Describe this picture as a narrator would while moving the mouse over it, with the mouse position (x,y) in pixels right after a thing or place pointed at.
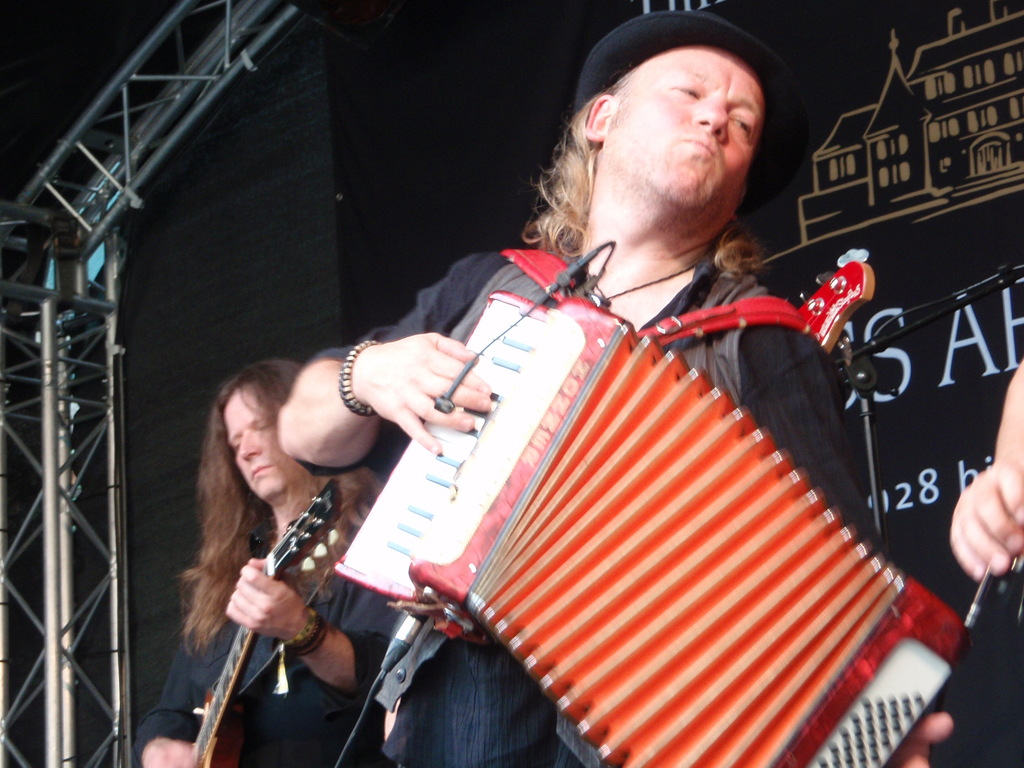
In this image I can see three persons (772,81) are playing musical instruments (589,604). In the background (306,256) I can see a wall (268,155) and metal rods (57,273). This image is taken may be on the stage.
